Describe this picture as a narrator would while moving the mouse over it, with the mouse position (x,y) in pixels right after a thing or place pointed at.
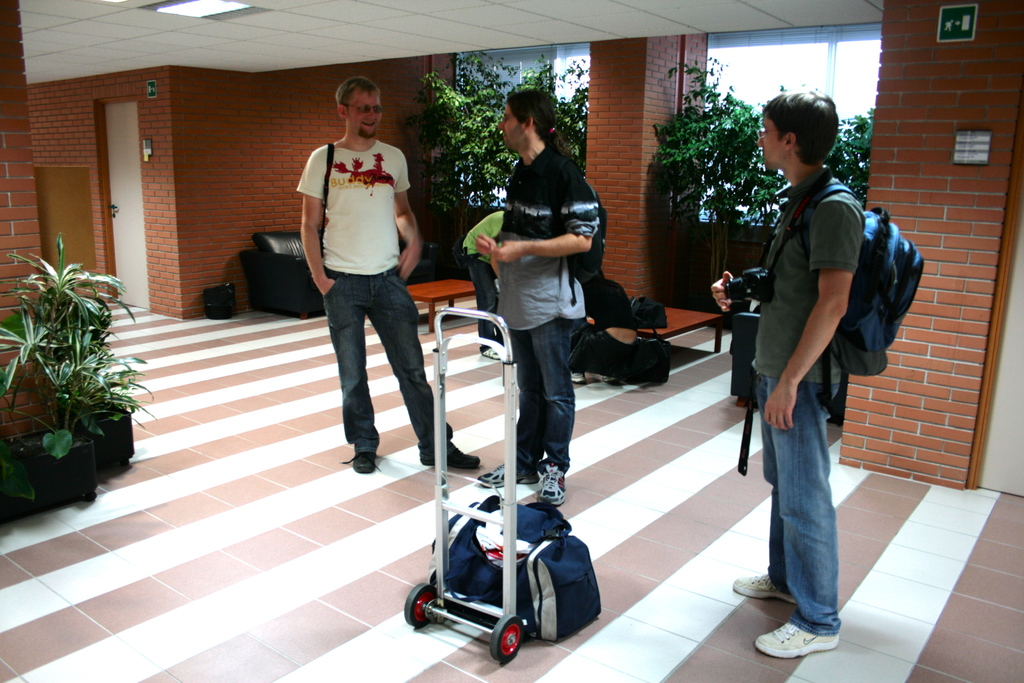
In the picture I can see a person (353,269) wearing white color T-shirt (353,172), a person (521,329) wearing a shirt (521,329) and a person (793,296) wearing T-shirt (766,309) is carrying a backpack (856,335) and camera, are standing on the floor (451,636). Here I can see a bag (499,584) is kept near the trolley (513,568), here I can see flower pots (21,500), tables (434,289), sofas (732,320), I can see plants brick wall (159,191), glass windows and ceiling light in the background (818,68).
